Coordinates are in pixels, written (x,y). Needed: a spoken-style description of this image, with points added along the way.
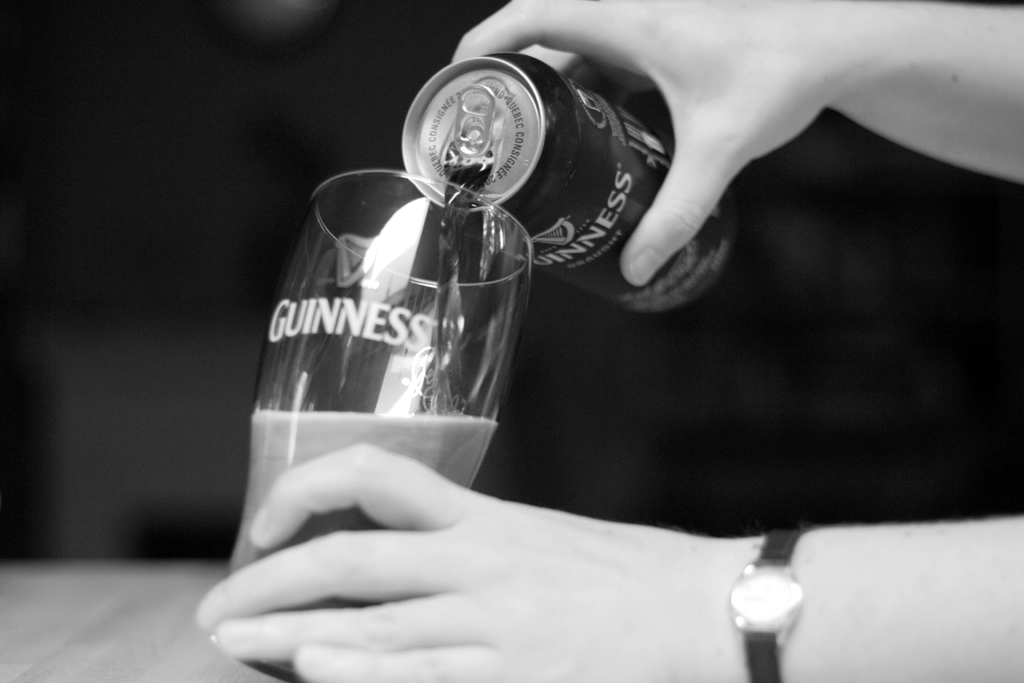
This is a black and white picture. Here we can see hands (651,583) of a person (651,568) holding a tin (635,221) and a glass (366,333). And we can see pouring liquid (439,233) from a tin (583,263) into a glass (474,367). There is a dark background (3,144).
